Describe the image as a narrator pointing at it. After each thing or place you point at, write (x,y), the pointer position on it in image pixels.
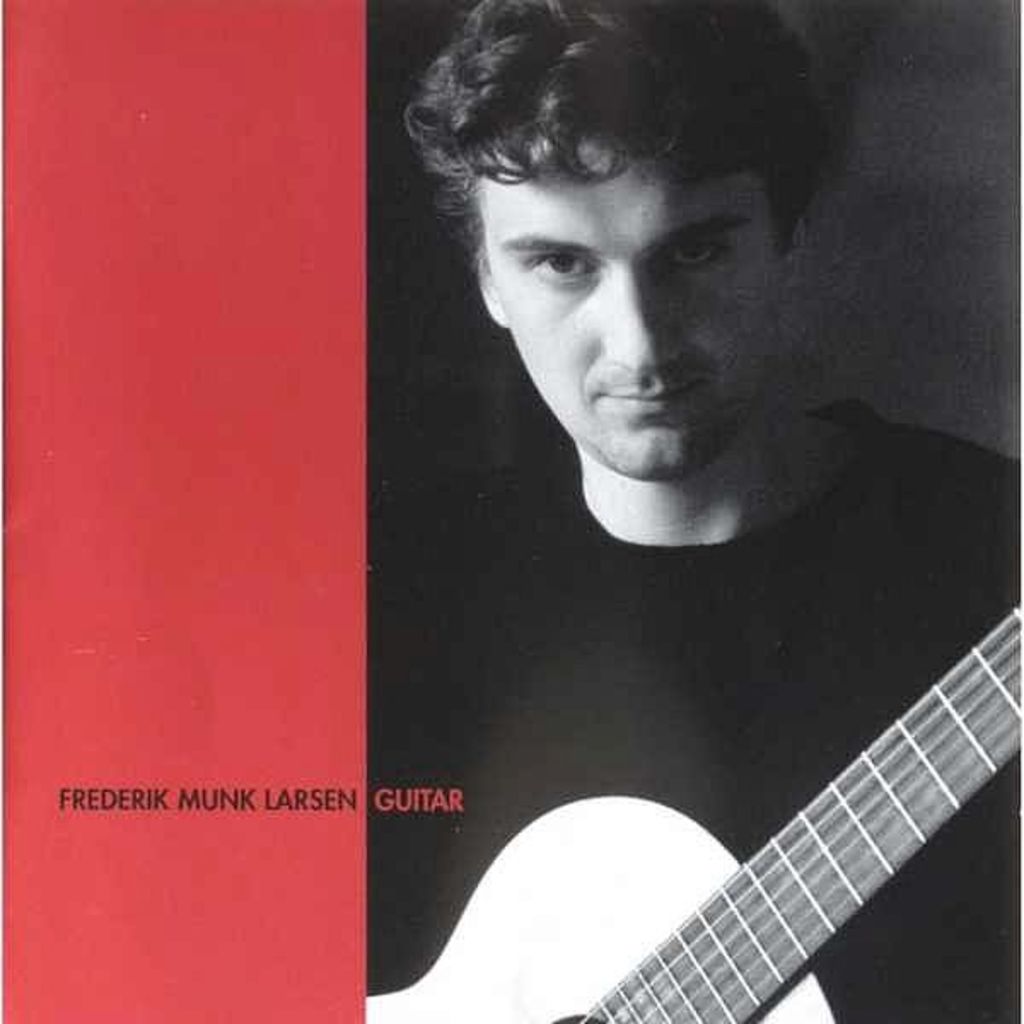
This is a poster. In this we can see a person (581,482) with guitar (556,820) on the right side (727,812). On the left side (161,653) there is red color with something written on that.
